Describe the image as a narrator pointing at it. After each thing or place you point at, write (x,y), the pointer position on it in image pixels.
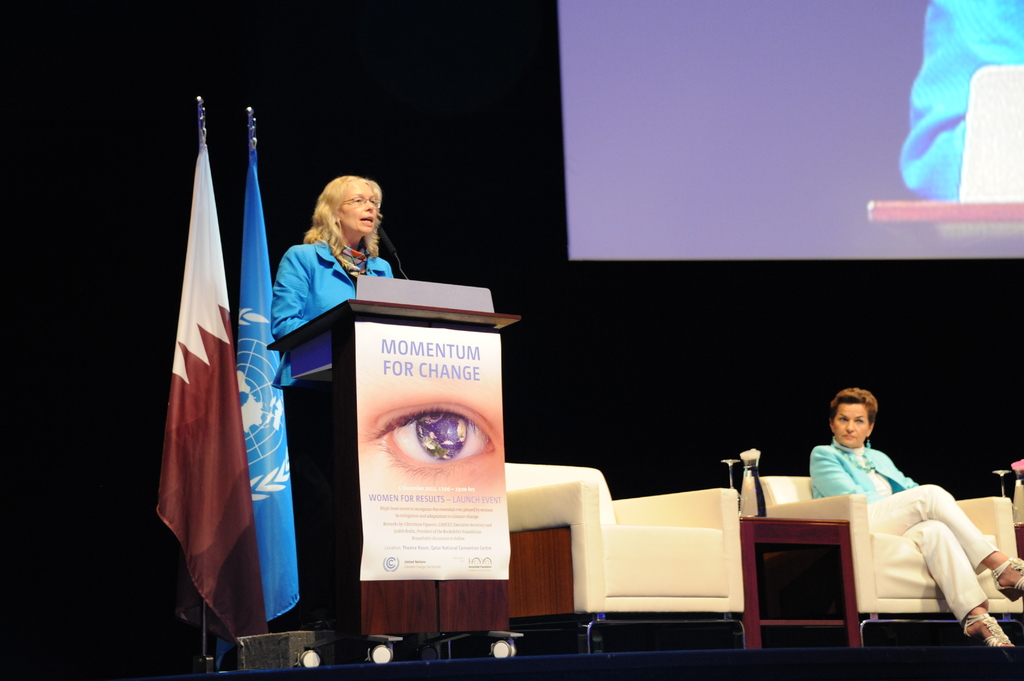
In this image I can see few couches (855,517), a person (952,575) sitting on the couch (860,499), few flags (280,474), a person (327,290) standing in front of the podium (387,433). I can see the black colored background (706,381) and a huge screen (736,177).
